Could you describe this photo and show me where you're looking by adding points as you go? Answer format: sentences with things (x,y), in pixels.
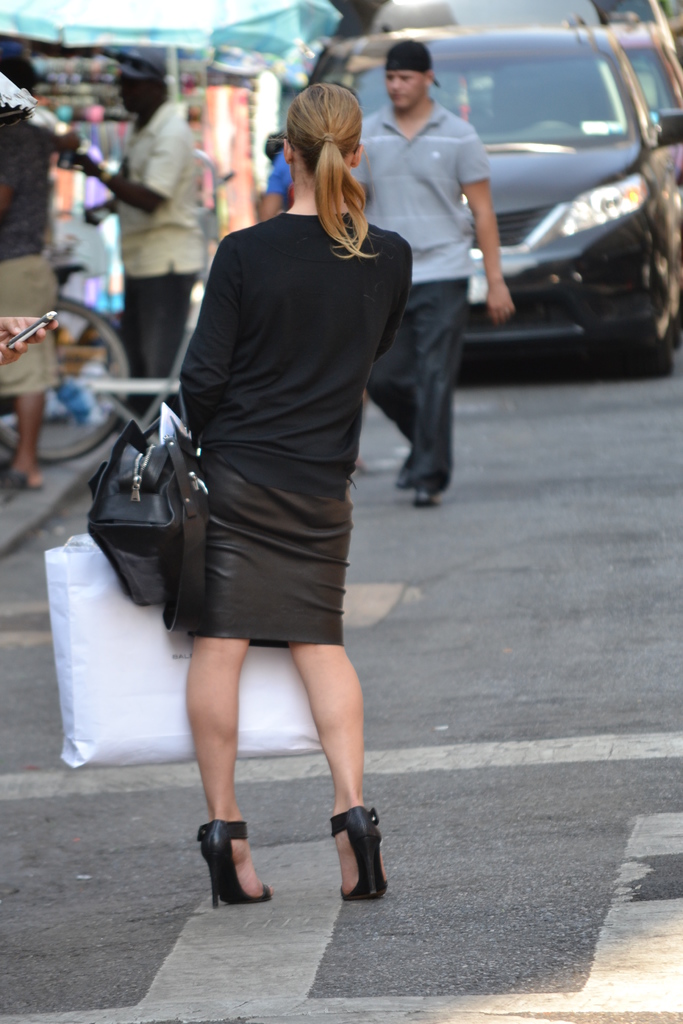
In the foreground of the image (196,381), there is a woman (243,331) standing on the road (412,664), who is carrying a hand bag (158,495) and cover bag (118,671) in her hand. Next to that there is a person (366,131) walking on the road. In the left side of the image (159,63), two persons (190,160) are standing under the umbrella hut (195,32). In the right side of the image (599,81) topmost, there is a car (621,184) crossing the road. The picture is taken during day time.
